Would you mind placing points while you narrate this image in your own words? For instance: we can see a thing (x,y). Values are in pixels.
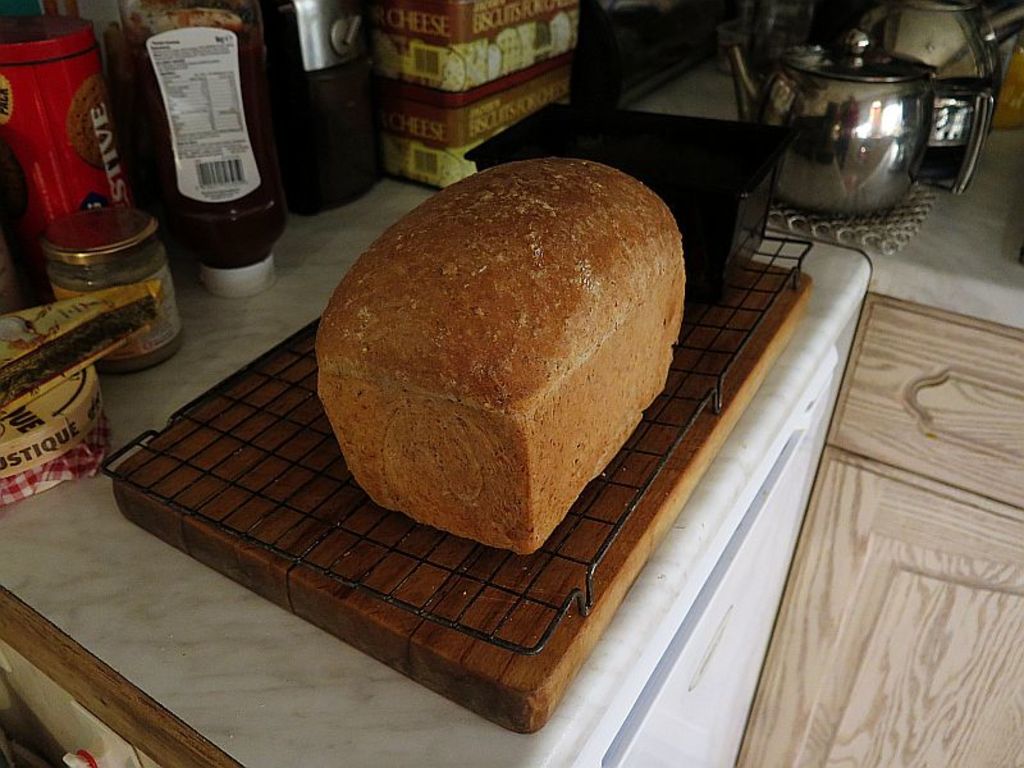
In this image we can see a bread (485,356). There are many bottles (233,271) and few objects (685,193) in the image. There is a cupboard (1006,366) at the right bottom of the image (892,618). There are few utensils (917,161) at the right side of the image (704,186).
